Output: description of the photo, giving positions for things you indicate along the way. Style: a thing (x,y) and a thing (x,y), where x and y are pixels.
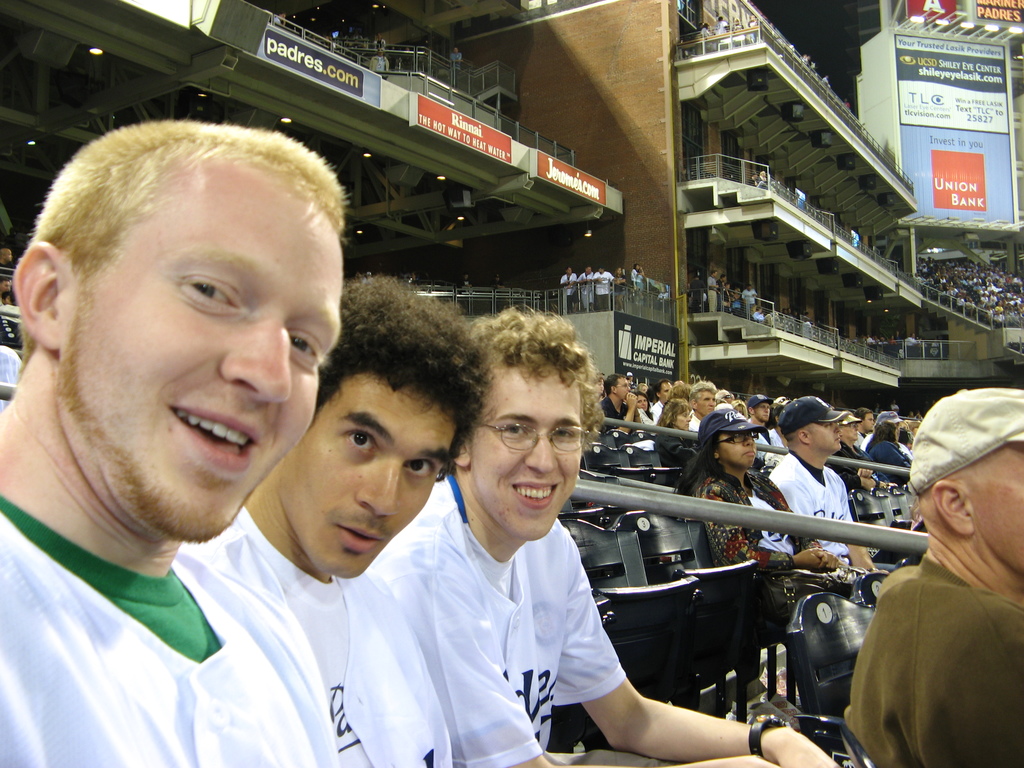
In this image I can see people (559,443) among them these men (381,563) are wearing t-shirts (342,631). In the background (745,239) I can see boards (468,143), fence (694,499), chairs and other objects (801,584).
